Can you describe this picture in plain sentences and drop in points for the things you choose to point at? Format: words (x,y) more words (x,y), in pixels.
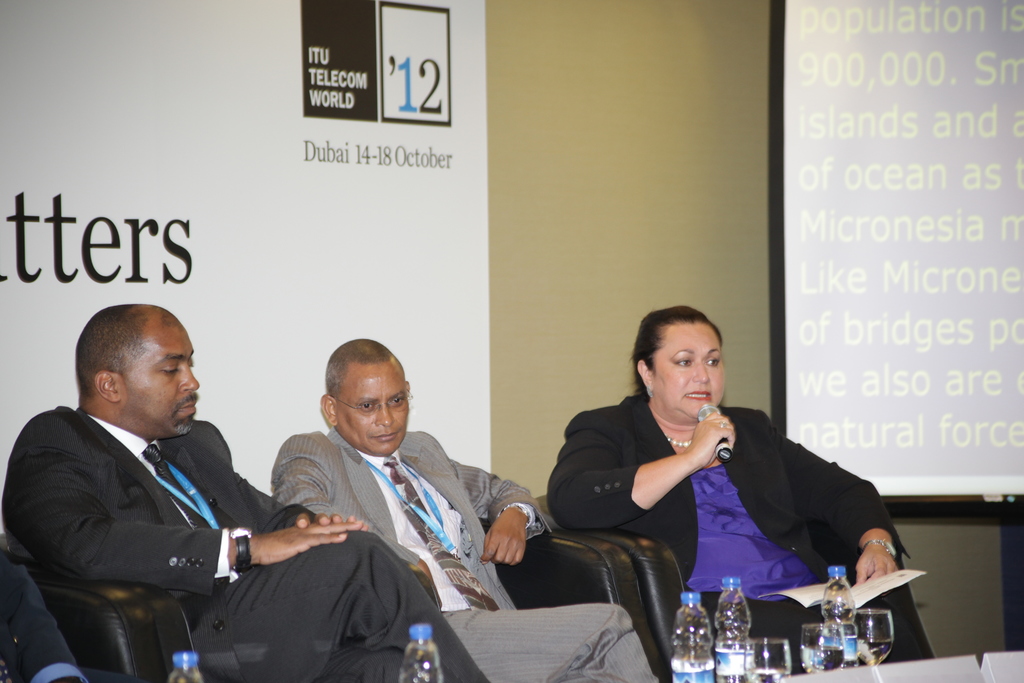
In this image I can see two men (304,652) and a woman (586,474) are sitting. I can see they all are wearing formal dress (585,512) and she is holding a mic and a paper (918,574). I can also see number of bottles (732,671), glasses (774,661) and in the background (184,262) I can see a white colour board (447,176), a projector's screen (813,86) and I can see something is written at few places.
